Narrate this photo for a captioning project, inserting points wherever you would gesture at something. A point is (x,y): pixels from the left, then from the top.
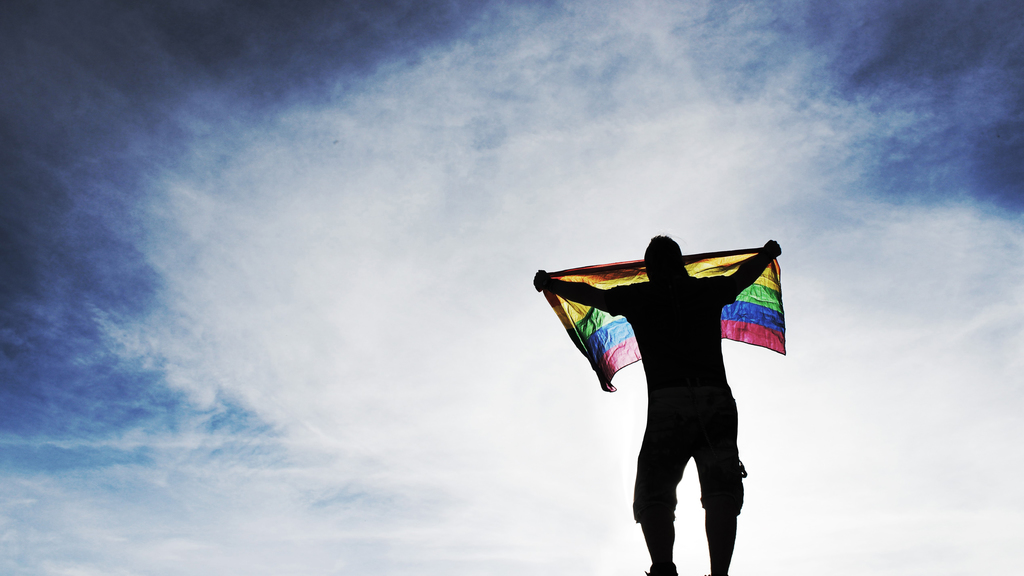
In this image I see a person (710,361) who is holding a flag (769,326) which is colorful and I see the sky (194,178) which is cloudy.
